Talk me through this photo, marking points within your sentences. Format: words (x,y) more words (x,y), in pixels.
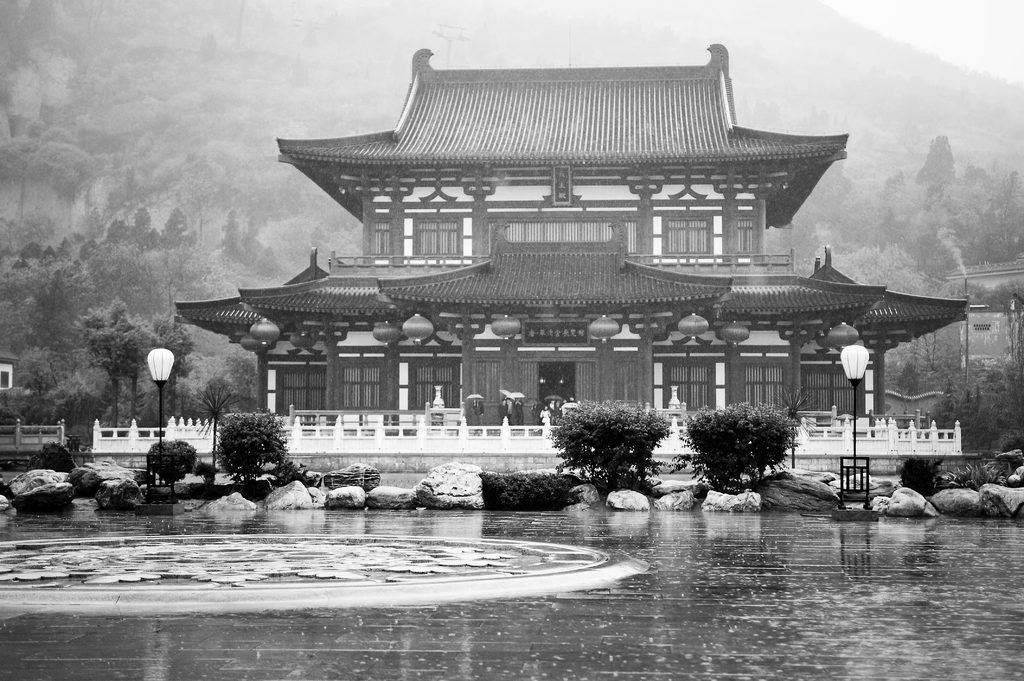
In this picture I can see there is a building (517,333) and in the backdrop (73,161) I can see there is a mountain (57,131) and there are trees (133,260).
